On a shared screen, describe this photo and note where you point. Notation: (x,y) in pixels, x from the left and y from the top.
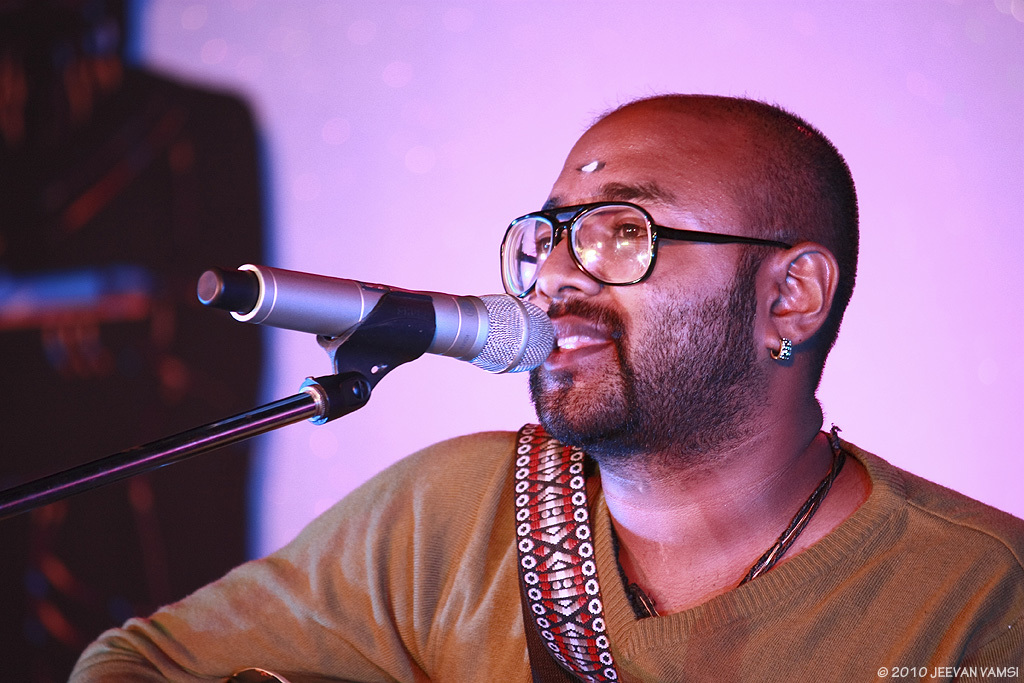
On the bottom right (972,672), there is a watermark (899,670). On the right side (783,591), there is a person (722,601) in a t-shirt (429,549), singing in front of a mic (496,332) which is attached to a stand (149,463). And the background (1000,429) is blurred.
